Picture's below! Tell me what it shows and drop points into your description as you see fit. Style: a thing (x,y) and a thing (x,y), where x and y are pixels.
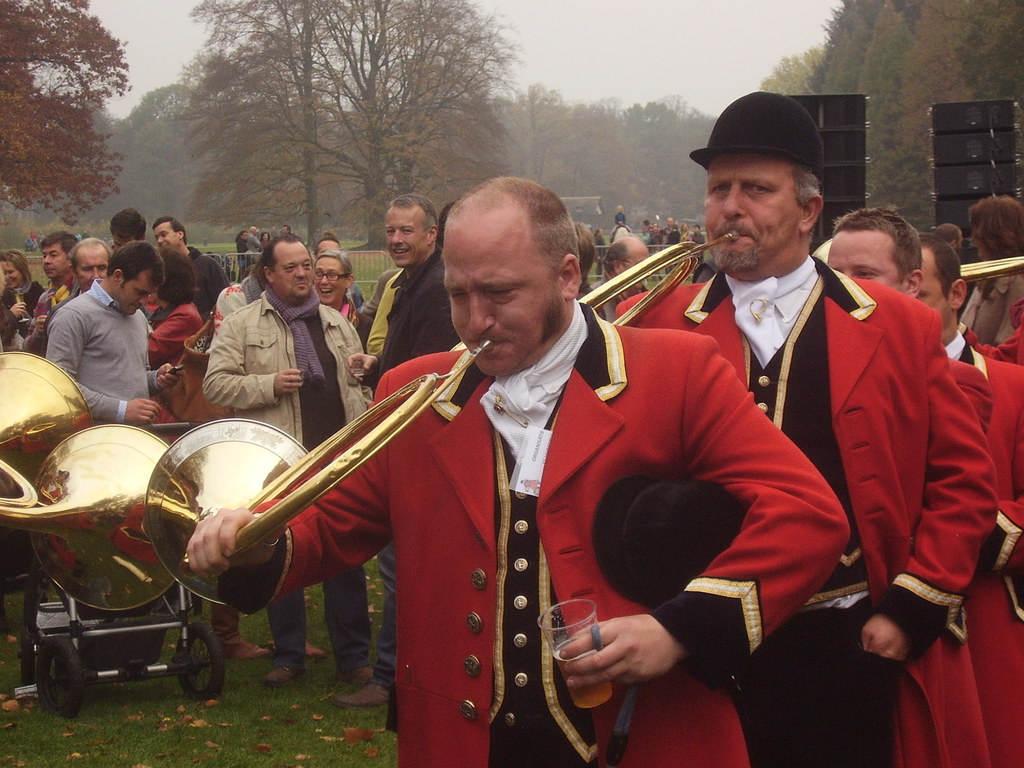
In this image we can see these people (486,468) wearing red color blazers (719,431) are playing musical instruments (114,552). In the background (19,276), we can see a few more people (50,308) standing, we can fence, stands (857,96) and trees (816,58) and the sky (683,40) in the background (584,87).
